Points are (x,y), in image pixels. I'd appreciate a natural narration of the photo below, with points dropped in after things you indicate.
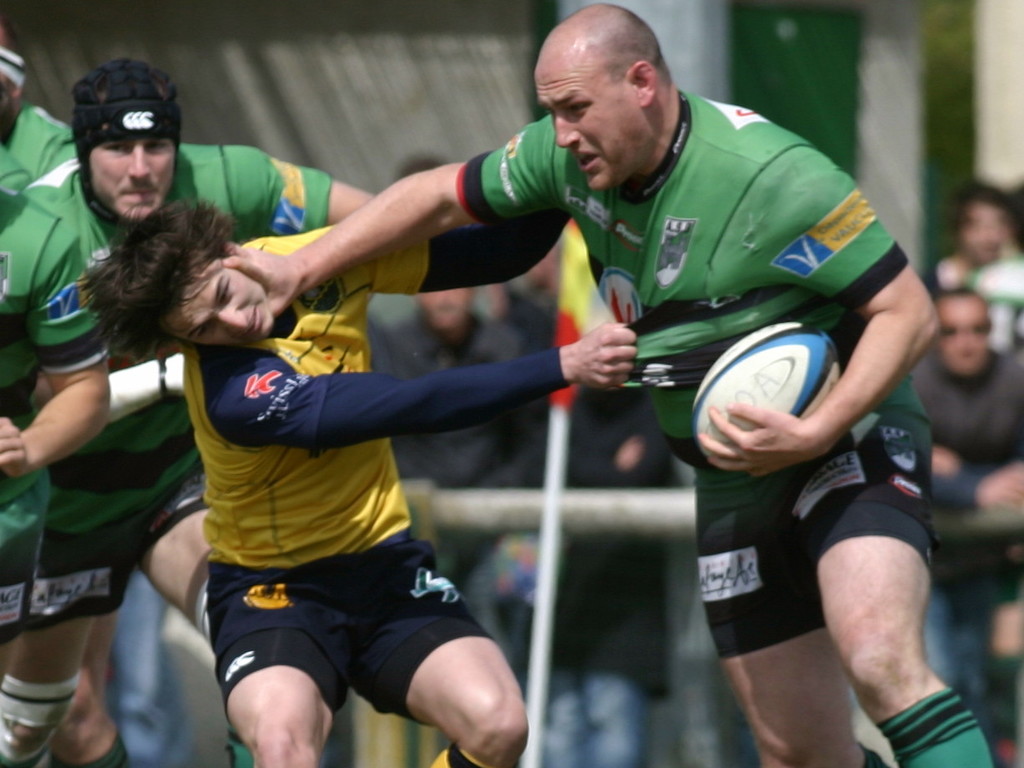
people (202,254) are playing a game. the person (738,270) at the right (758,359) is holding a ball (780,362) in his hand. the person (513,376) at the center (353,404) is grabbing the t shirt (660,324) of the right person (680,327).
